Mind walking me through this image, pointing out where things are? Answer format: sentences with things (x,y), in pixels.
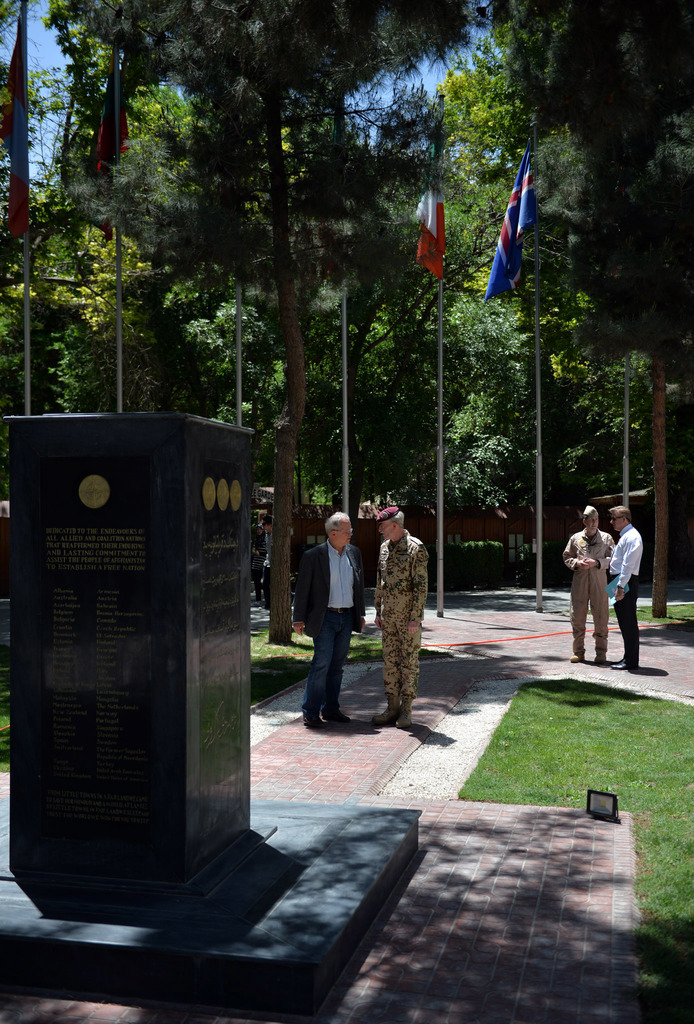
On the left (140,690) there is a foundation stone (181,605). In the center of the picture (421,584) there are soldiers (415,592) and people (347,604). On the right (615,762) there is grass (643,745). In the background (298,301) there are flags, trees (267,136) and sky (41,45).
